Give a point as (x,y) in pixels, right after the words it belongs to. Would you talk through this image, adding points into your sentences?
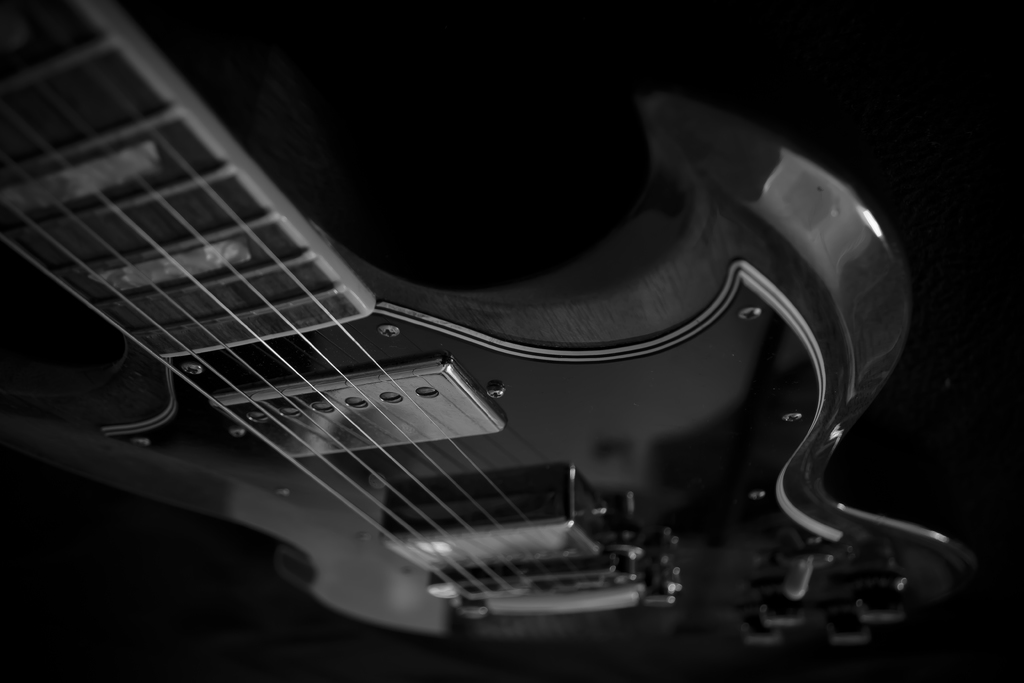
This is a black and white picture, in this picture this is a guitar (541,396) on the guitar (242,352) there are the strings (365,348), and this are the screws (493,391) and this are some function keys (777,621).
